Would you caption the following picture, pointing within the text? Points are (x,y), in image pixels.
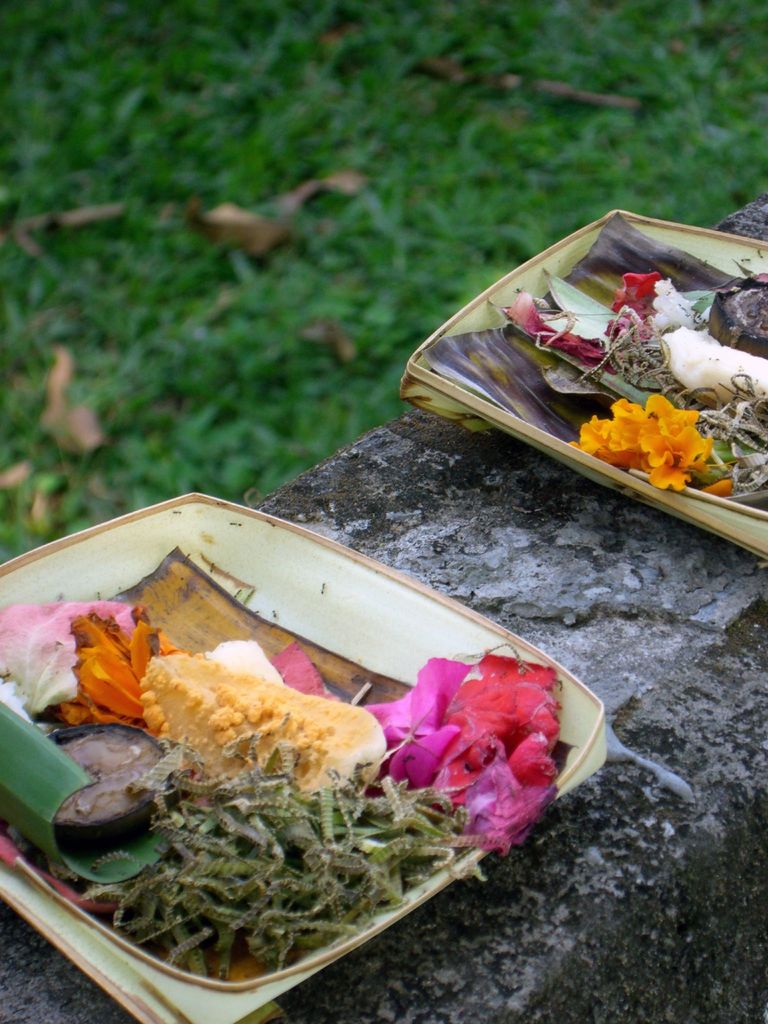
In the picture I can see flowers (460,788) and some other things (333,771) on some objects (218,501). In the background (206,375) I can see the grass (285,293). The background of the image (291,263) is blurred.
